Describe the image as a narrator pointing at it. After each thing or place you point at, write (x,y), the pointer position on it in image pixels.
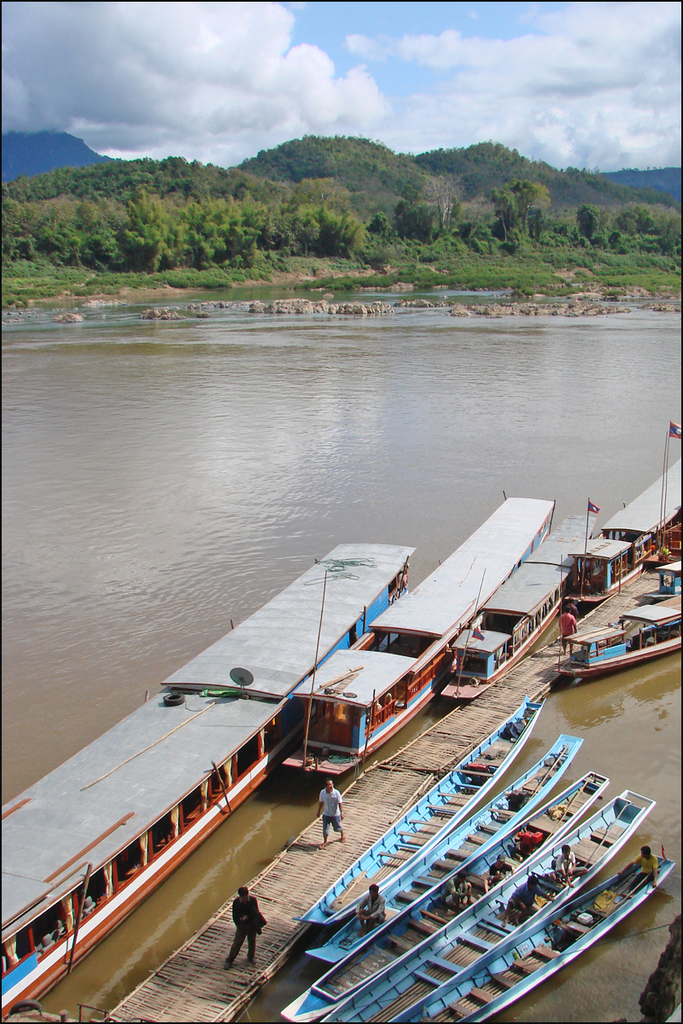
In the picture I can see many boats (632,814) are floating on the water (636,706) and these people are walking on the wooden bridge (153,998). In the background (591,13), we can see the rocks (156,318), trees (304,233), hills (265,185) and the sky (111,62) with clouds (577,80).
